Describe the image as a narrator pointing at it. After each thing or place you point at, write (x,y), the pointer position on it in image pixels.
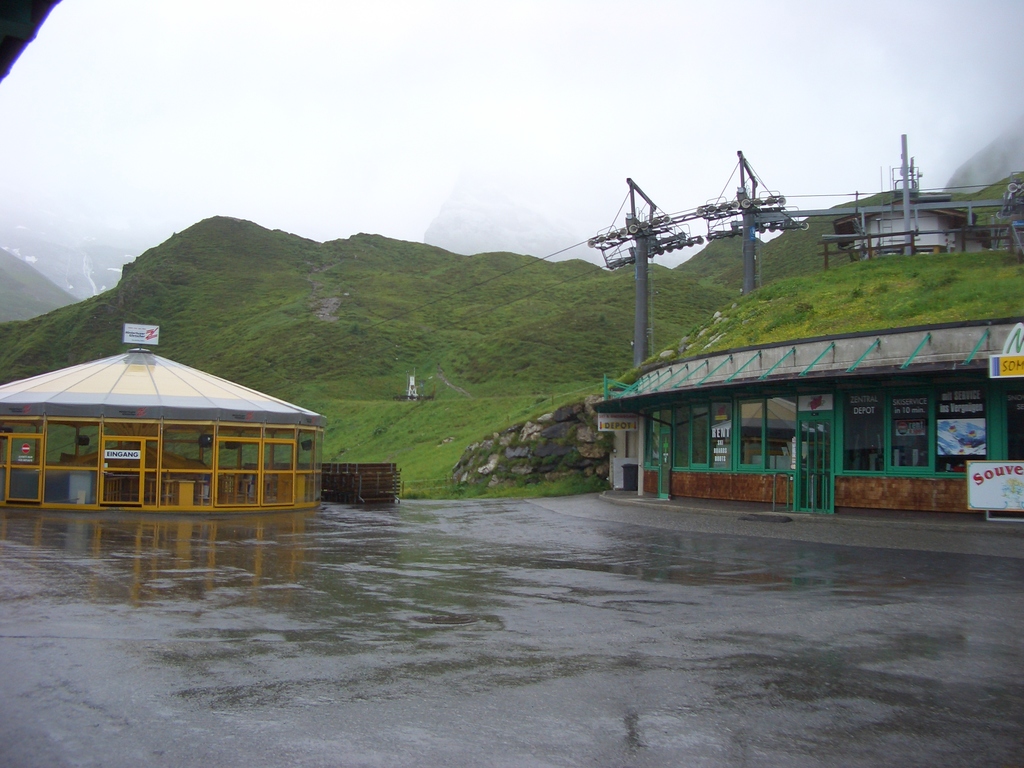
In this picture we can see few houses (261,441), land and hills (447,233).
